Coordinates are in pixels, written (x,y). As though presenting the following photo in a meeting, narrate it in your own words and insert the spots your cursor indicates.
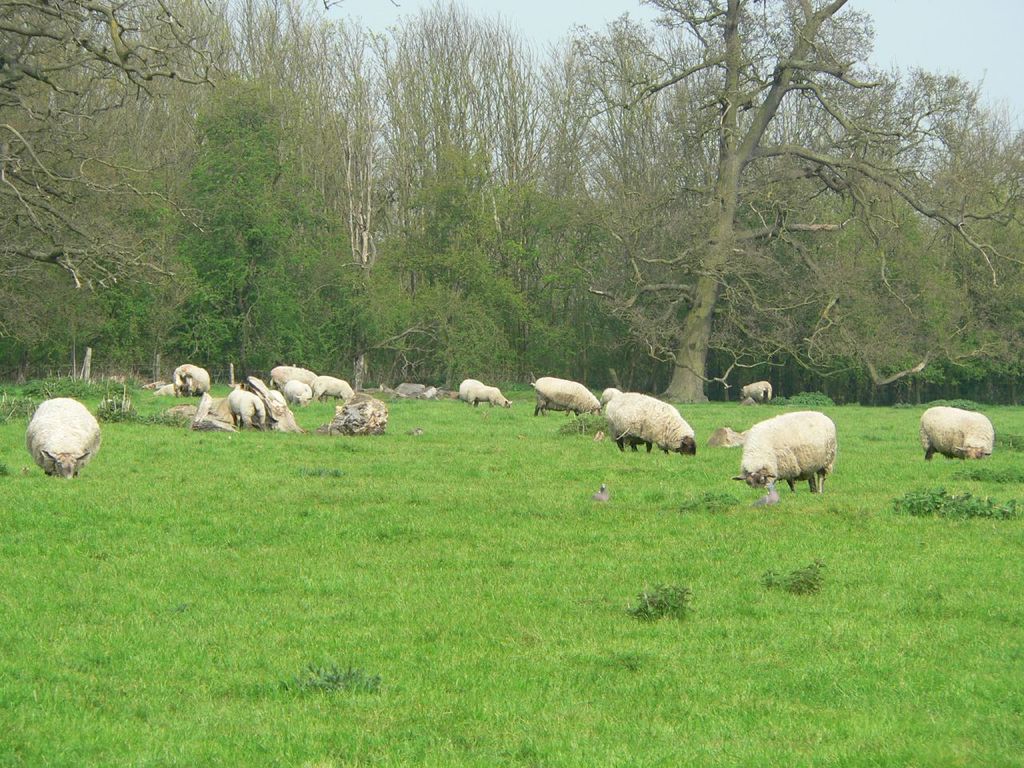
In the picture we can see a grass surface (943,554) on it, we can see some sheep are grazing grass (914,518) and in the background (895,359), we can see, full of plants (948,375) and trees (650,226) and on the top of it we can see a sky (972,58).
